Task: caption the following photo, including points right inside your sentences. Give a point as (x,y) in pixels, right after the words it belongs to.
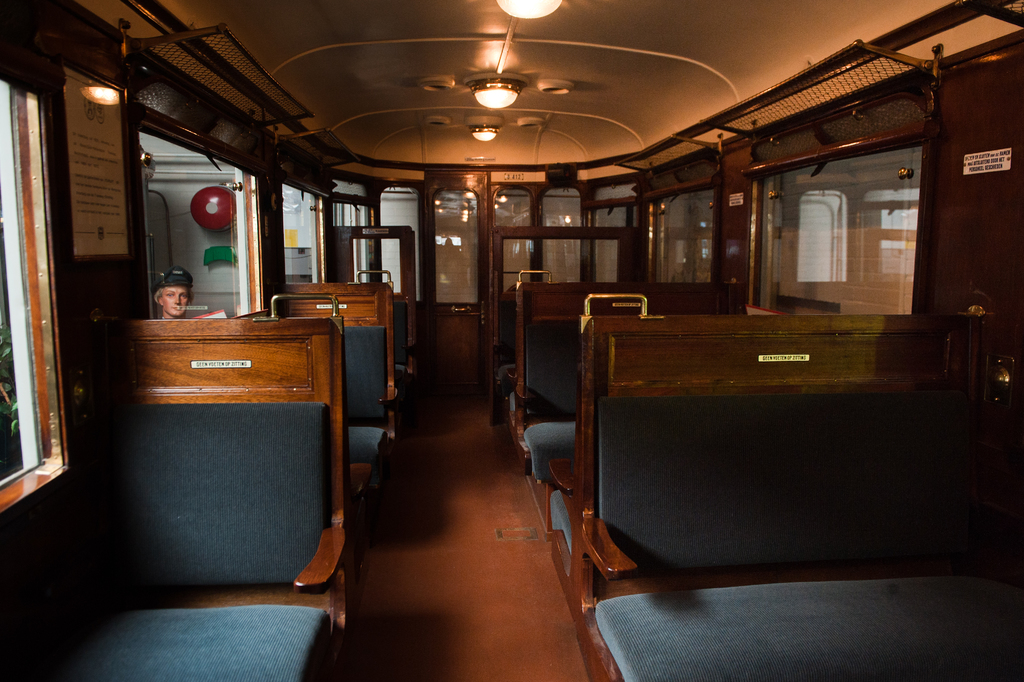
This image is taken in the vehicle (324,581). In this image there are seats (592,338) and we can see a person (180,306). At the top (474,96) there are lights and we can see boards (122,146).
